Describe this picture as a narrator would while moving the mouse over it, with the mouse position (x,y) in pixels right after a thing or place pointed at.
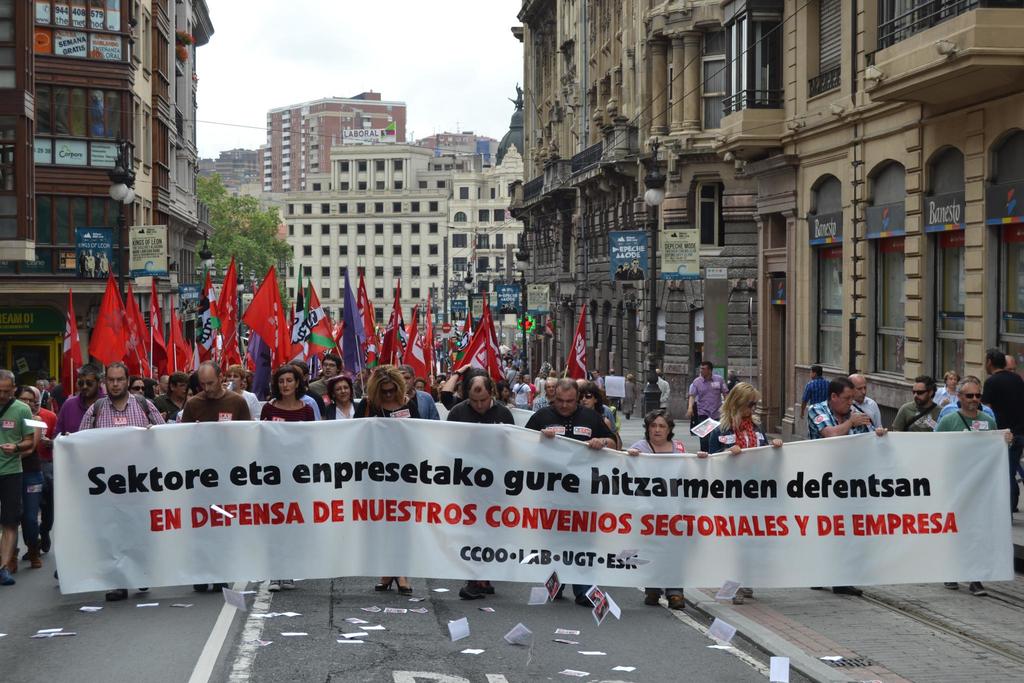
In this image there are many people (137,421). Some are holding a banner (412,454) and some are holding flags (327,328). There are buildings (863,286). There are trees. There is a sky (394,79).
